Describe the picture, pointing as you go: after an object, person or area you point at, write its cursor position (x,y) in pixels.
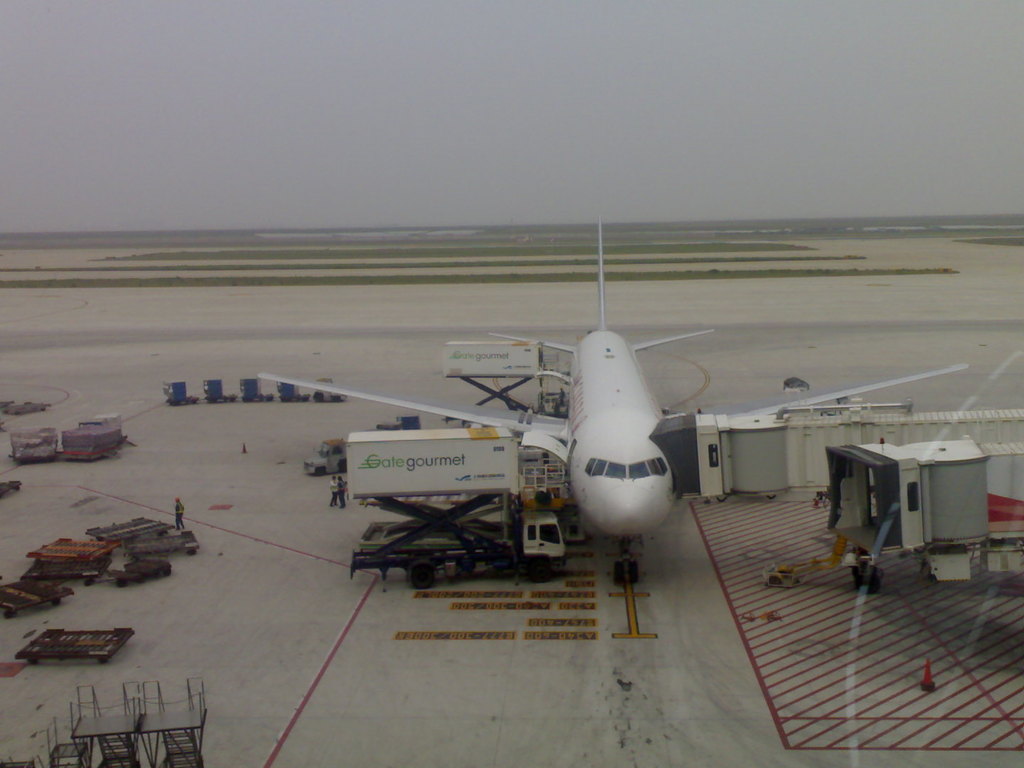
In this image I can see an aeroplane (647,396) which is white and black in color on the ground (622,616) and few vehicles (514,500) around it. I can see few persons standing on the ground (222,464), a traffic pole (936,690) which is orange in color and few other objects (695,469) on the ground (158,409). In the background (268,365) I can see some grass (377,282), the ground (214,294) and the sky (425,140).
